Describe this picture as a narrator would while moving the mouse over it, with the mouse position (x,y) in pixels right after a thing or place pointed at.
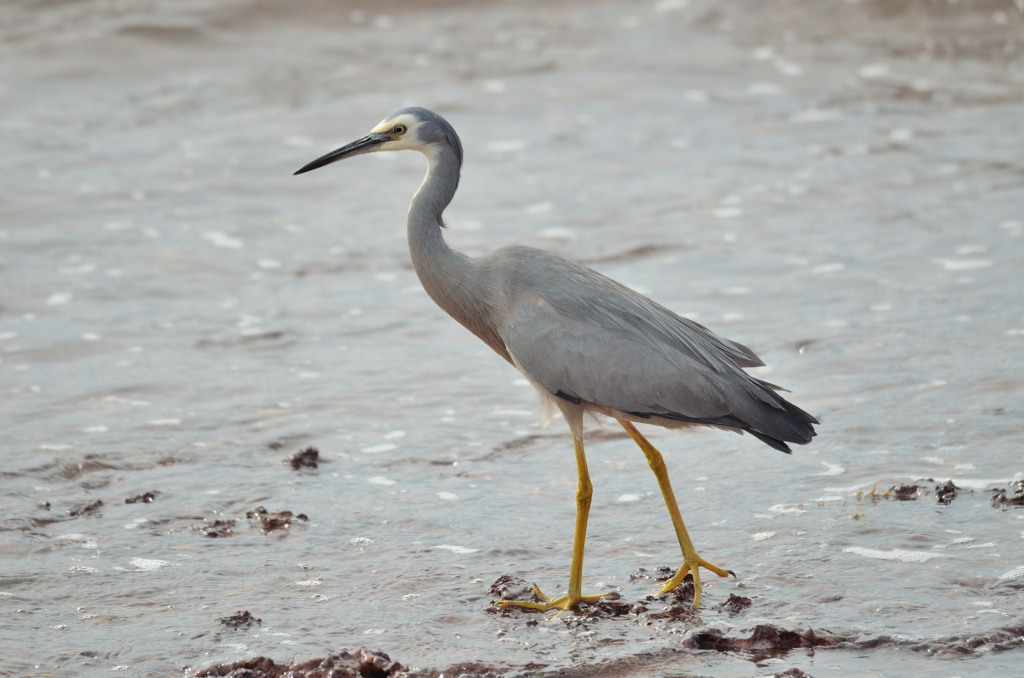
In the front of the image (441,181) we can see a bird (423,243) and mud (605,615). In the background of the image (901,230) it is blurry.
